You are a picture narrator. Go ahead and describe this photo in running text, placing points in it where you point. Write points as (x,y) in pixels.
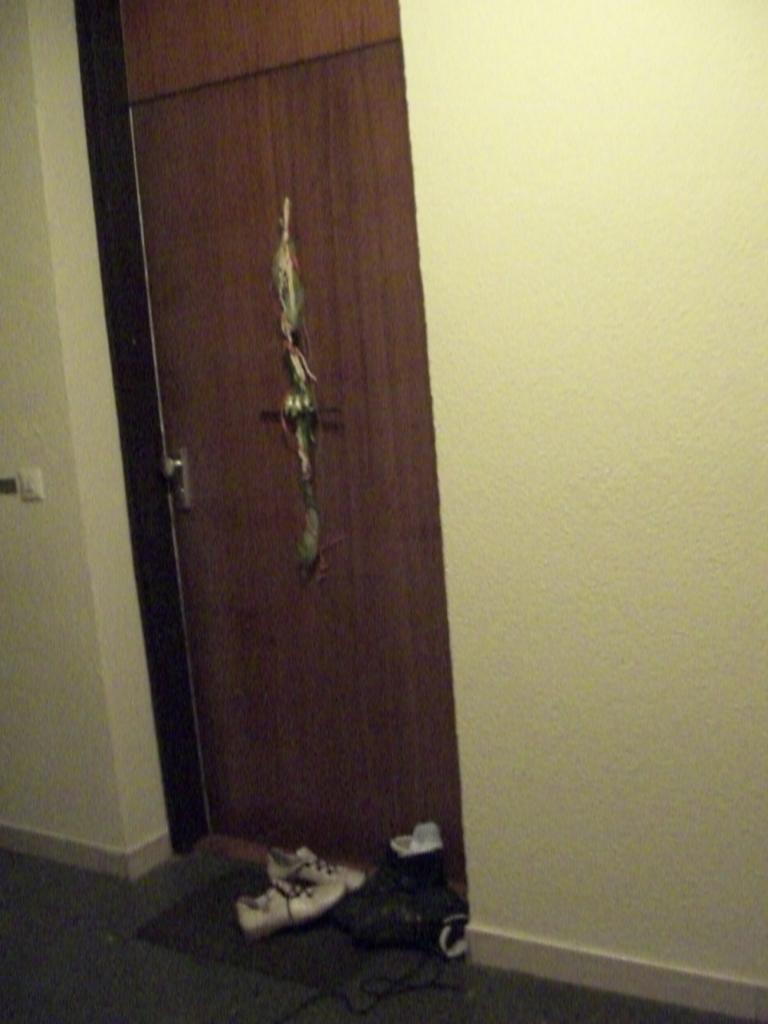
In the foreground (359,588) I can see a door (359,588), wall (738,676) and pairs of shoes (342,874) on the floor (223,988). This image is taken in a room.
